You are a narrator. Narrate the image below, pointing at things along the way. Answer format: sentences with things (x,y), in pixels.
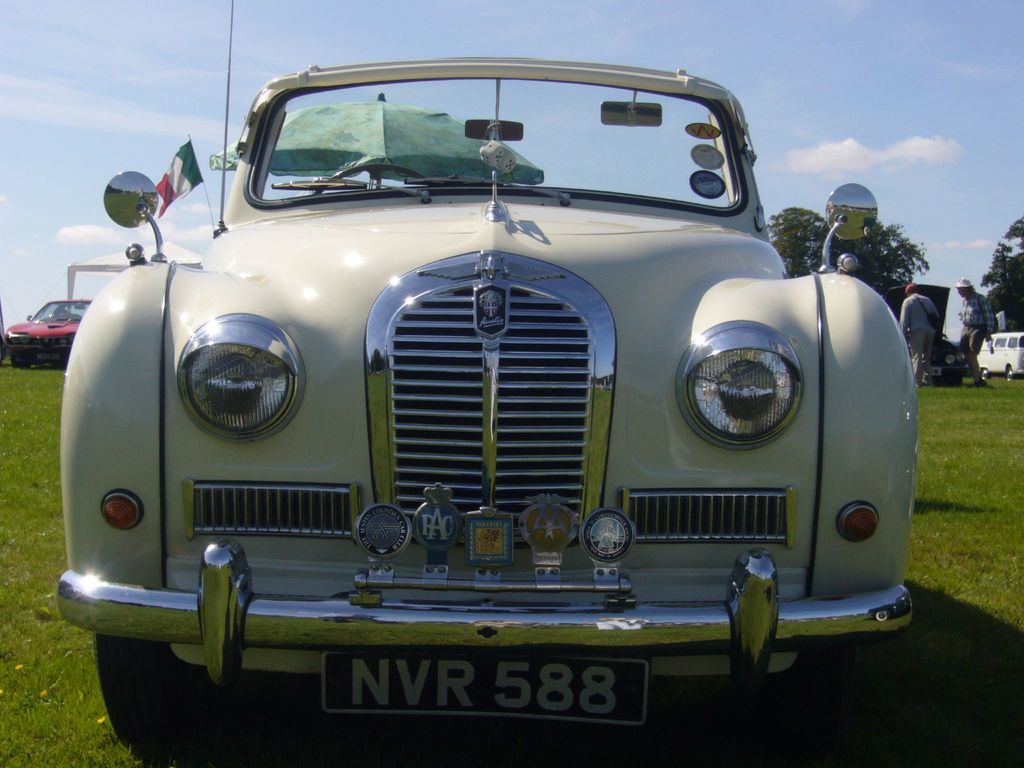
In this picture I can see few cars (894,374), trees (869,280) and couple of human (963,319) standing and I can see umbrella (305,149), a flag (189,177) and grass (976,506) on the ground (944,753) and a blue cloudy sky (907,122).
